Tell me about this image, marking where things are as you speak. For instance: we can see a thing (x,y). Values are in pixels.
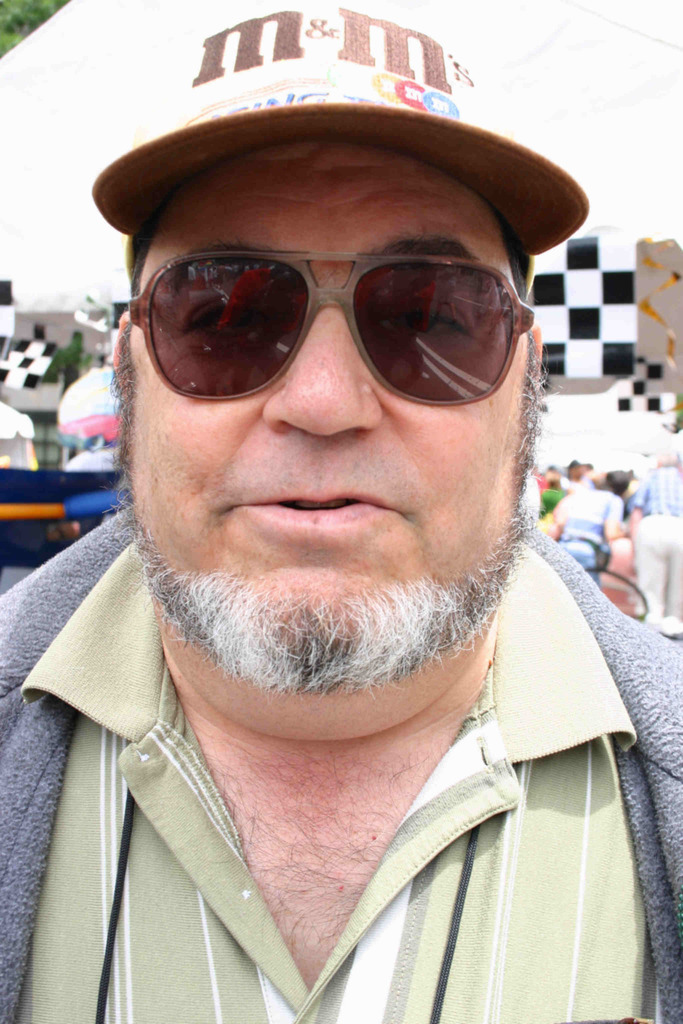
In the front of the image (399,443) I can see a person (527,834) wore goggles (305,254) and cap (312,48). In the background of the image (113,40) there are people (618,518) and objects (59,397).
